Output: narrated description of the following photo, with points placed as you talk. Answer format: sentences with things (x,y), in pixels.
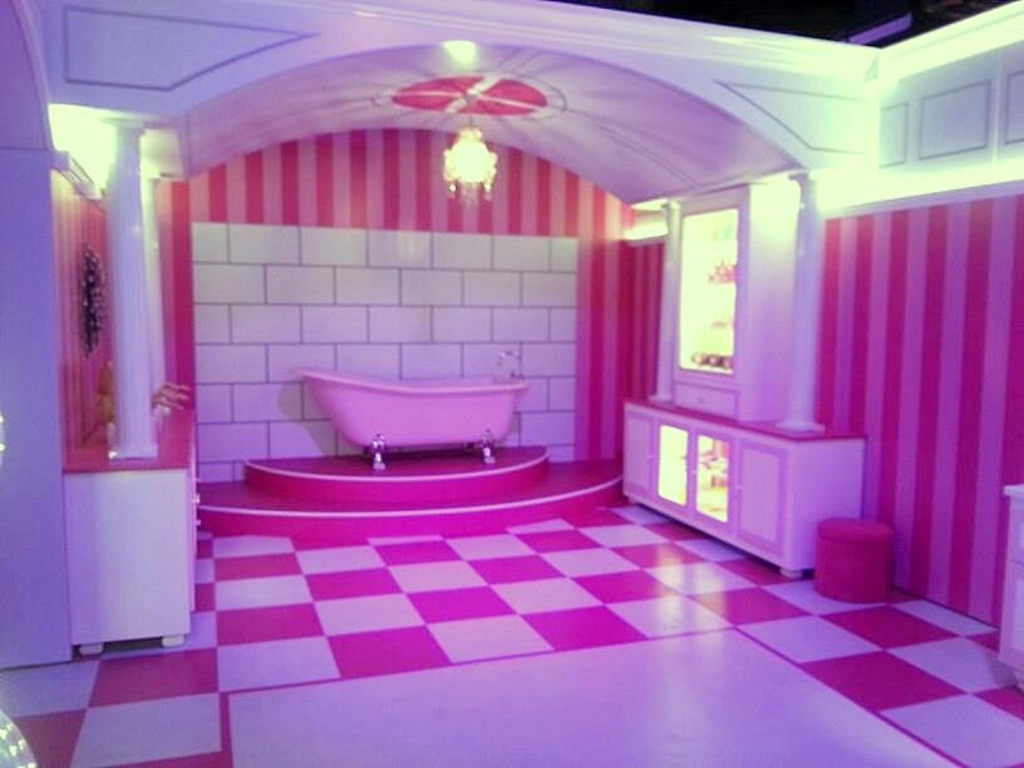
In this image there is a bathtub (446,389) with a tap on it, beside the bathtub (428,391) there is a cabinet (707,297), beside the cabinet (802,542) there is a stool (828,541), at the top of the image (491,163) there is a light (478,148) on the ceiling (485,109).
